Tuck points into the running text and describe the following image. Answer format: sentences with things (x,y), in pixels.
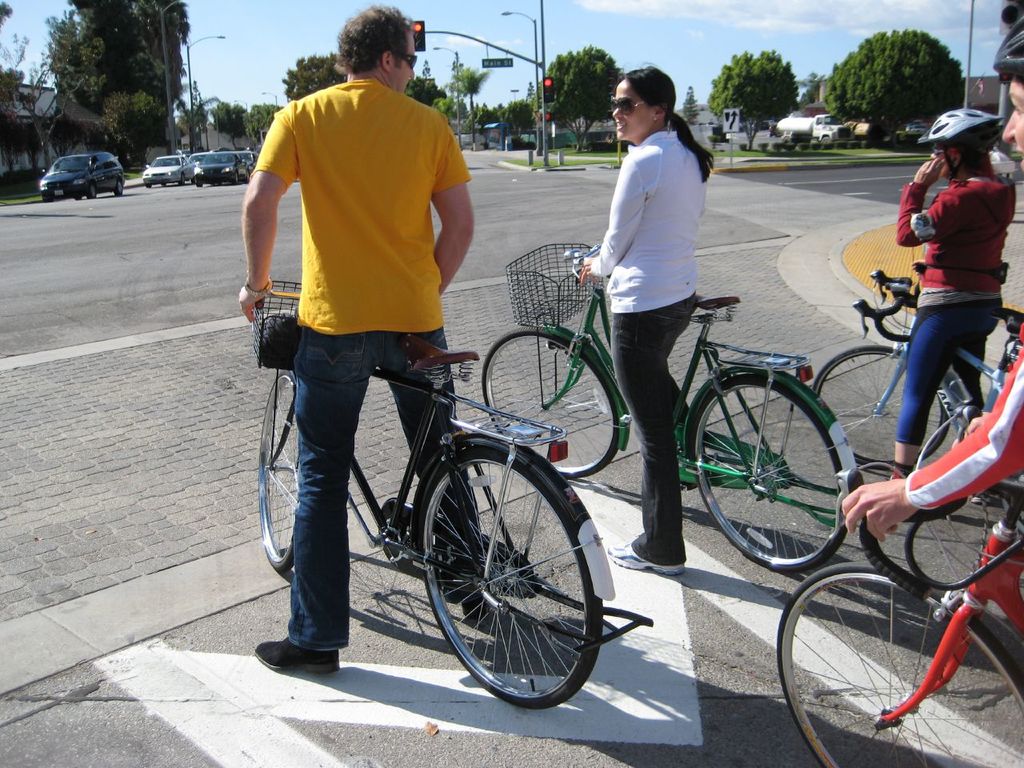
There are four persons (676,225) holding the bicycle (578,382) and standing. These are the vehicles (71,182) on the road (165,194). This is the traffic light (544,88). These are the trees (771,91) and I can see a truck (807,135) here. This looks like a street light (520,13).
